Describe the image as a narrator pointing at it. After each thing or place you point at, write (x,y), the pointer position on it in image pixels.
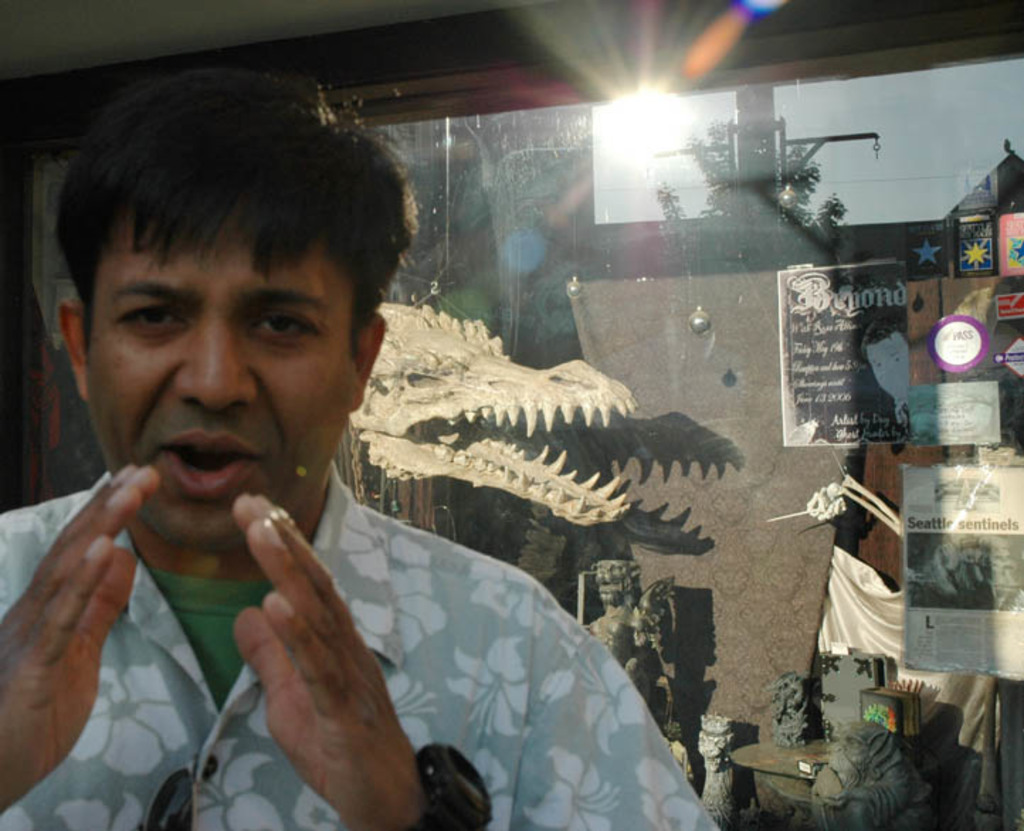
In this image, we can see a person (290,656) is watching and talking. Background (896,168) we can see glass object (530,382). Here we can see skull (406,400), posters (969,667) and sculptures (862,821). Here there is a glass window (740,183). Through the glass (718,175) we can see tree (718,179) and sky (912,159).
